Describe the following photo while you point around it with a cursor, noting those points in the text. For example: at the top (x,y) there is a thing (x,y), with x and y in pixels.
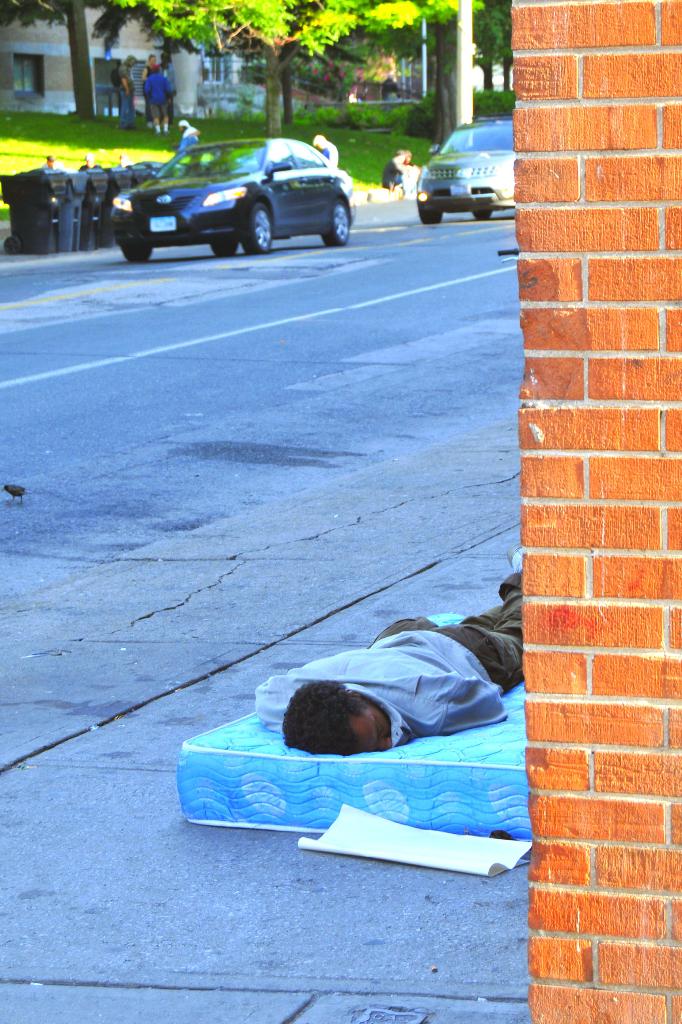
This is an outside view. On the right side (573,576) there is a wall (629,485). Beside the wall (614,718) a man (417,730) is sleeping on a bed (354,782) which is placed on the footpath (416,948). In the background (298,191) there are two cars (317,195) on the road (231,335). Beside the road (103,284) few dustbins (62,200) are placed. At the top (125,87), I can see few people (131,94) are standing on the ground (65,141). There are many trees (329,41), plants (342,107) and buildings (118,59).
